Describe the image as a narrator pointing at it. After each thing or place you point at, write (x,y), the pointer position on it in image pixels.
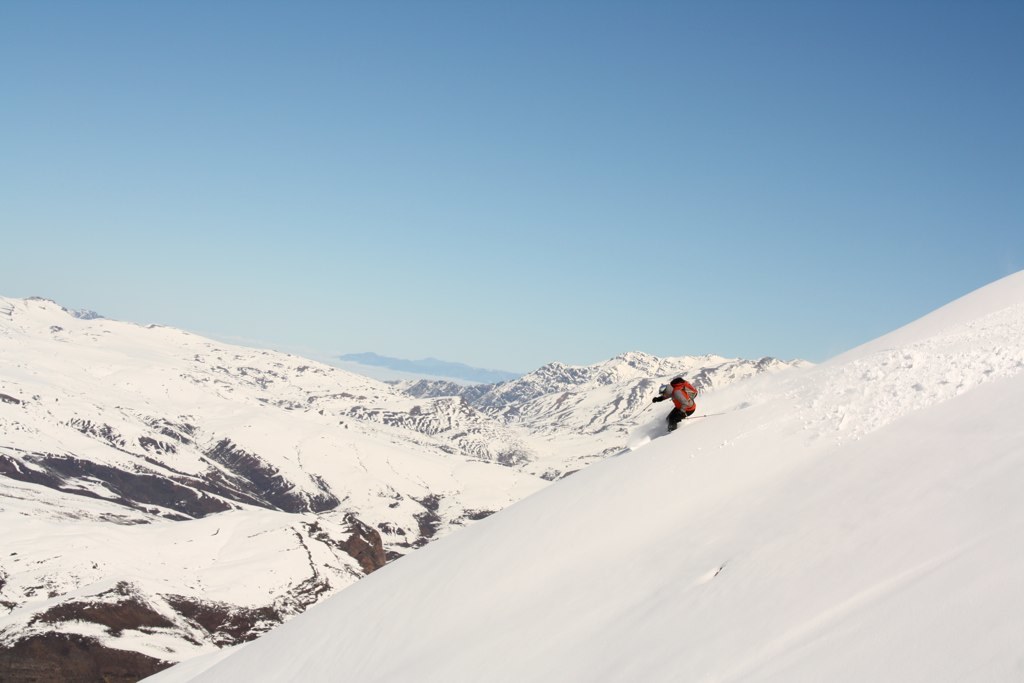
In the picture I can see a person (684,410) skiing in snow (716,427) and there are few mountains (529,381) covered with snow (426,396) in the background (295,399).
